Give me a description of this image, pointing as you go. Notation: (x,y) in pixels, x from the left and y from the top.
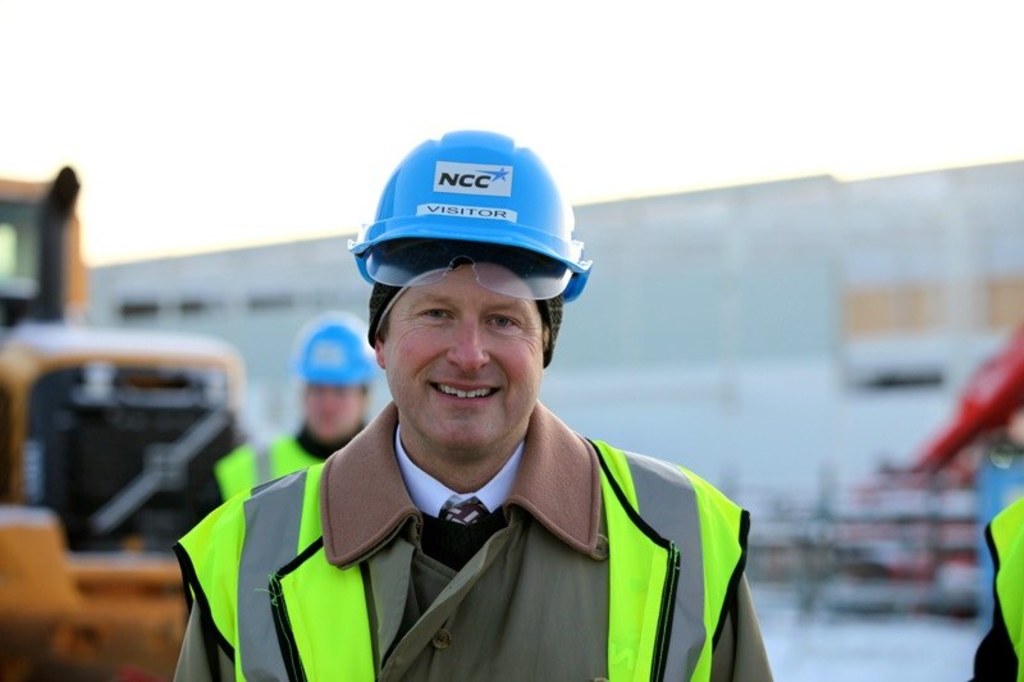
This image consists of a man (454,591) wearing a green jacket (331,578) and a blue helmet (467,260). To the left (162,466), there is a vehicle (38,594). In the background (579,328), there is a wall (662,349). At the top (523,138), there is a sky (523,138).
